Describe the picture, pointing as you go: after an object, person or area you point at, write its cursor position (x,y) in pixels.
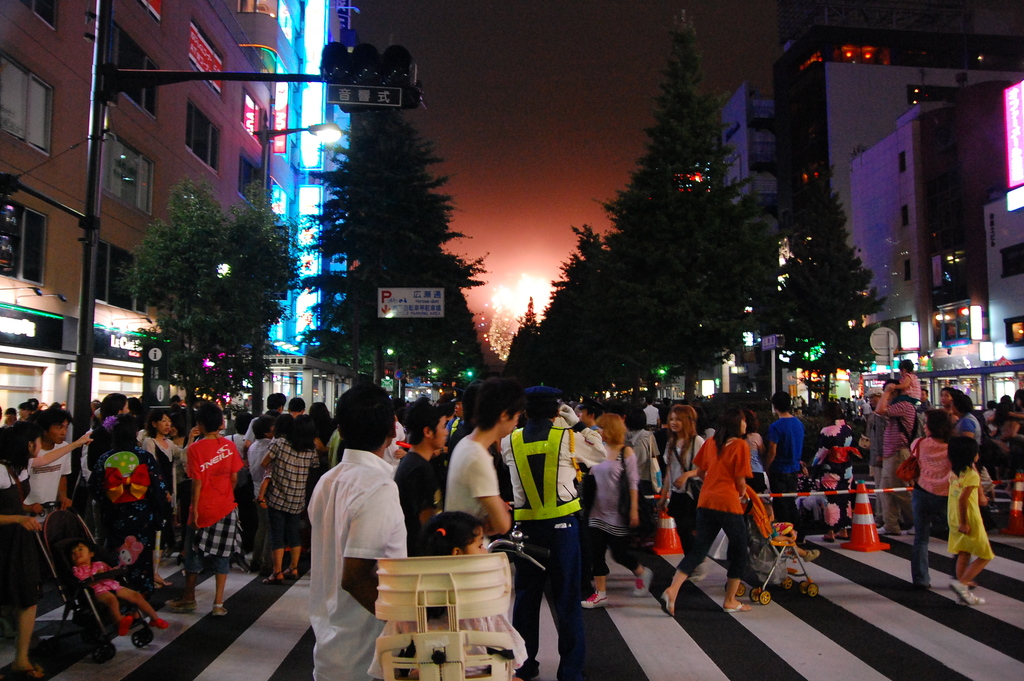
In this picture we can see a few people (261,534), babies (79,561) sitting in the strollers (77,528), a few signs (308,241) and some text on the boards (332,96). These boards (362,93) are visible on the poles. We can see a few trees (276,305), buildings (163,197) and other objects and the sky (717,112).
